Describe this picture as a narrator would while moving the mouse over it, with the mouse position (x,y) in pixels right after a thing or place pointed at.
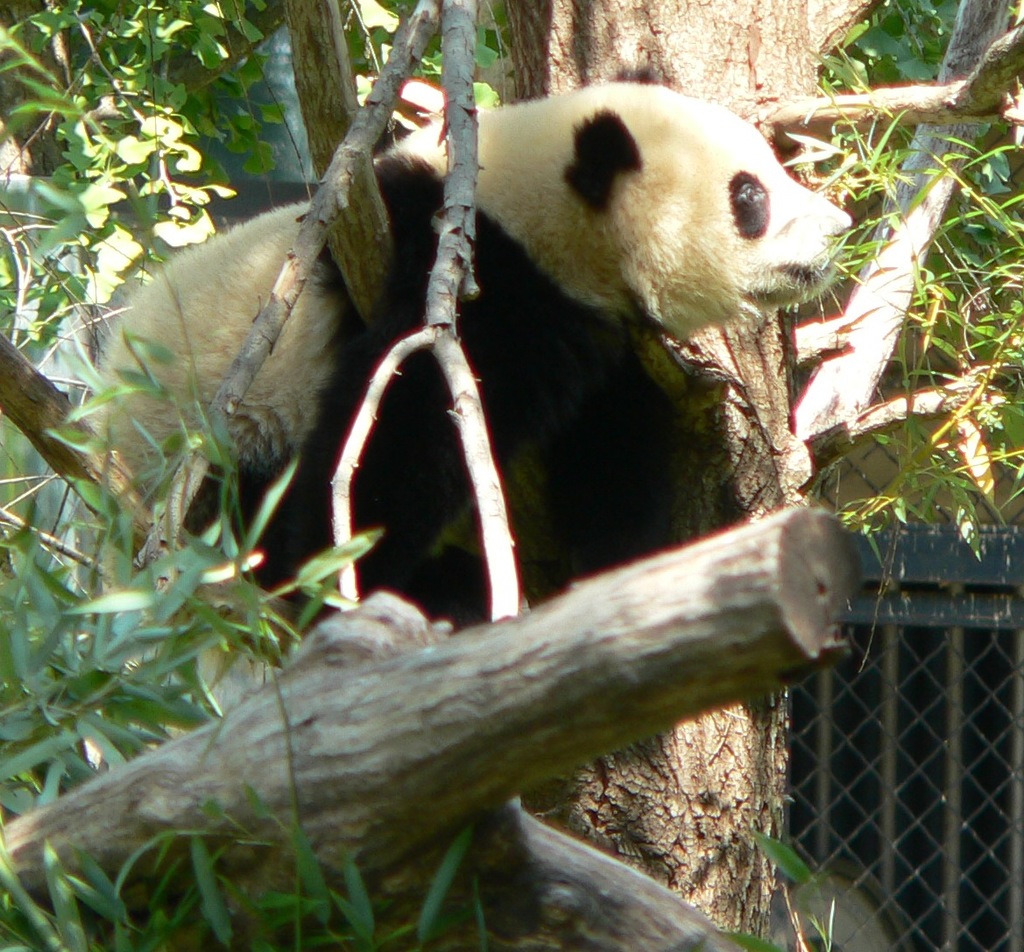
In this image I can see an animal (274,426) which is in white and black color. Background (852,796) I can see a fence (895,682) and trees (851,94) in green color.
